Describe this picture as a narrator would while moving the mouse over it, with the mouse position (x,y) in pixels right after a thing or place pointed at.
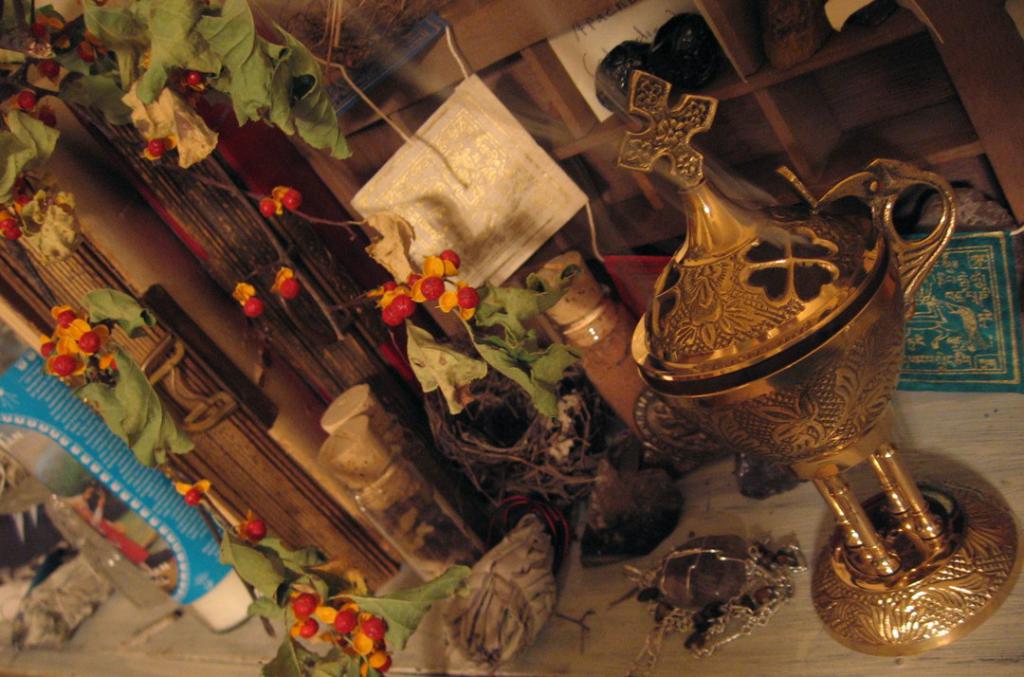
This picture seems to be clicked inside. On the right (770,276) there is a metal jar (832,391) with a metal lid (703,243) and there are some objects (938,330) placed on the ground (198,642) and in the center (437,372) there is a plant (248,114) of a fruit (395,292) and in the background (1011,195) we can see a wooden cabinet (988,183) containing some items (690,42) and there are some items (74,619) placed on the ground (160,637).
